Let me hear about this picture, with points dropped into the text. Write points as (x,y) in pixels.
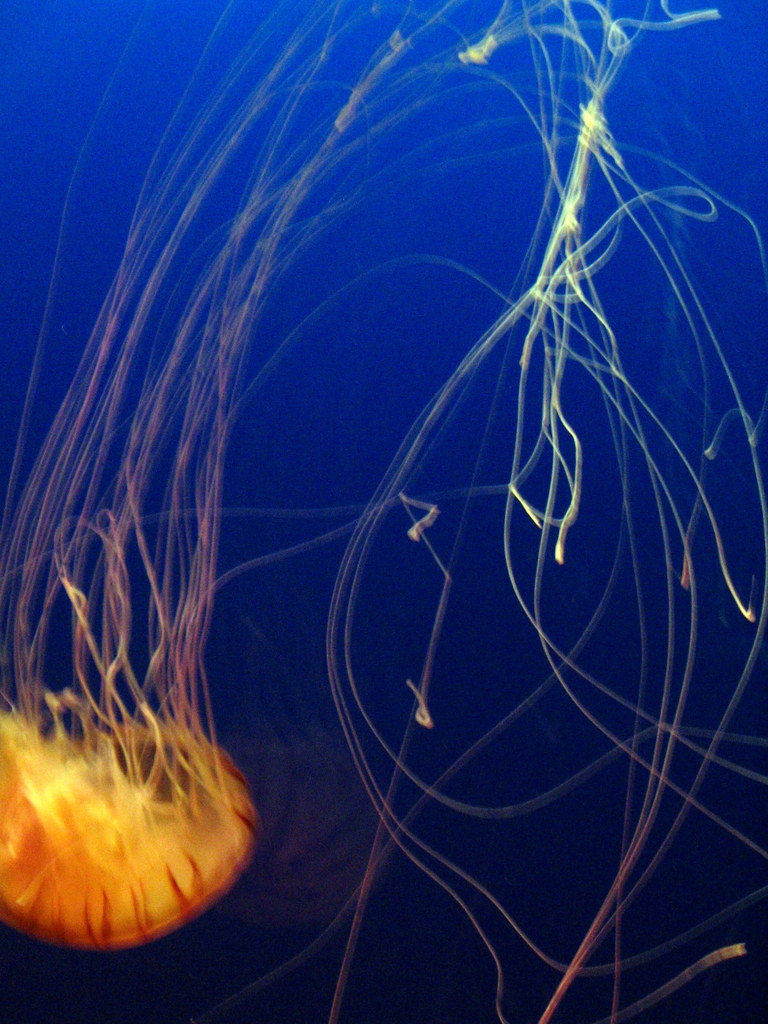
In this image I can see an aquatic animal (571,226) and I can see blue color background (51,369).
